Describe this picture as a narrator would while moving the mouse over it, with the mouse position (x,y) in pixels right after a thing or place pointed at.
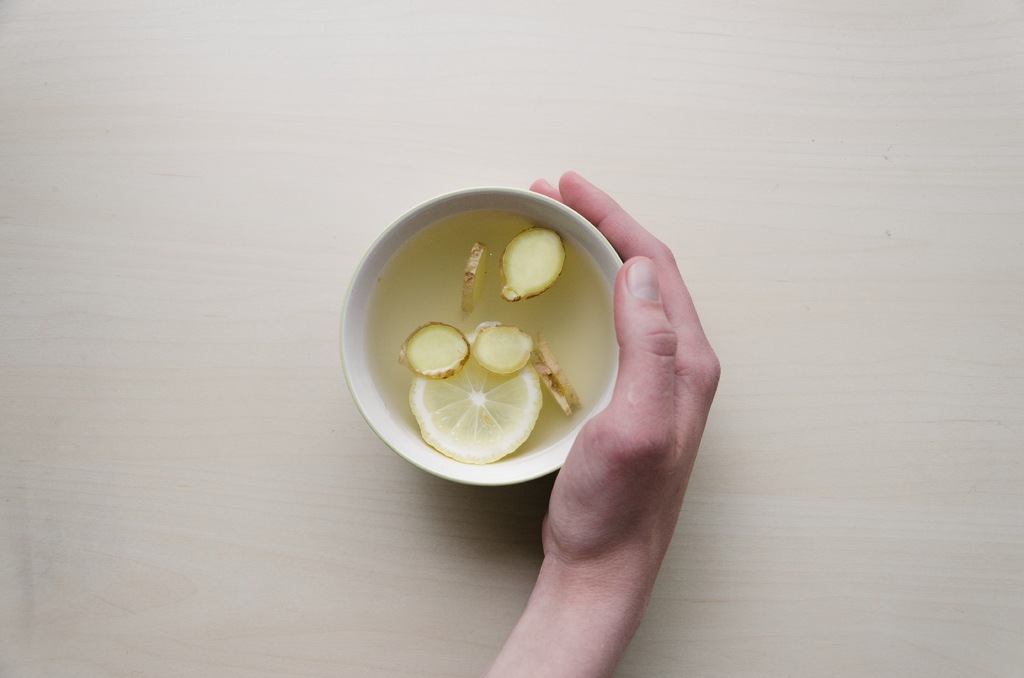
In the picture we can see a cream color wooden plank surface (390,589) on it, we can see a white color bowl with liquid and lemon slices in it and a person's hand (655,471) holding it.
